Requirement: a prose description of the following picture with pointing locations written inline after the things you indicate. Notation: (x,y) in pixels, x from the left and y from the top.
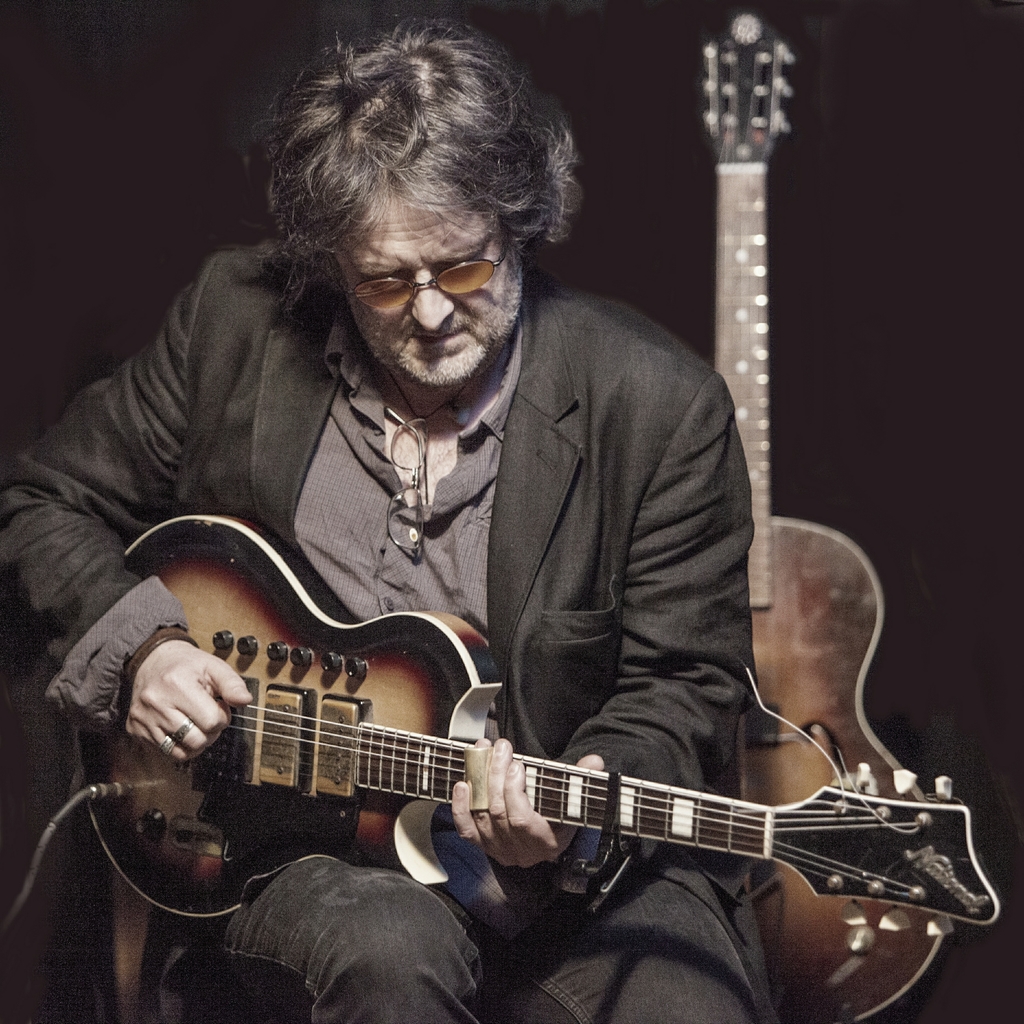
In this image I can see a man (504,605) wearing black color suit (610,604) sitting on the chair (202,1006) and playing the guitar (236,779). At the back of this person (615,722) there is another guitar (814,665) is placed.
